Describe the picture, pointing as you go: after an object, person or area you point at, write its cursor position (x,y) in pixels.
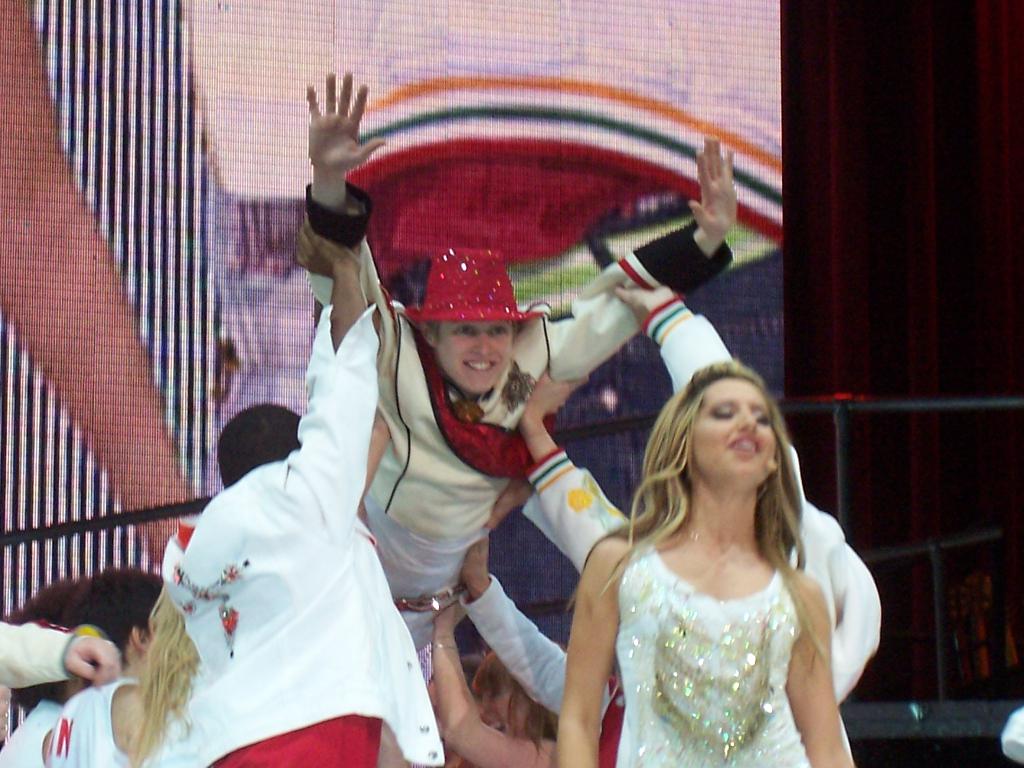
As we can see in the image there are group of people (736,472) wearing white color dress (545,498) and there is a banner (295,97). The background (895,142) is dark.
